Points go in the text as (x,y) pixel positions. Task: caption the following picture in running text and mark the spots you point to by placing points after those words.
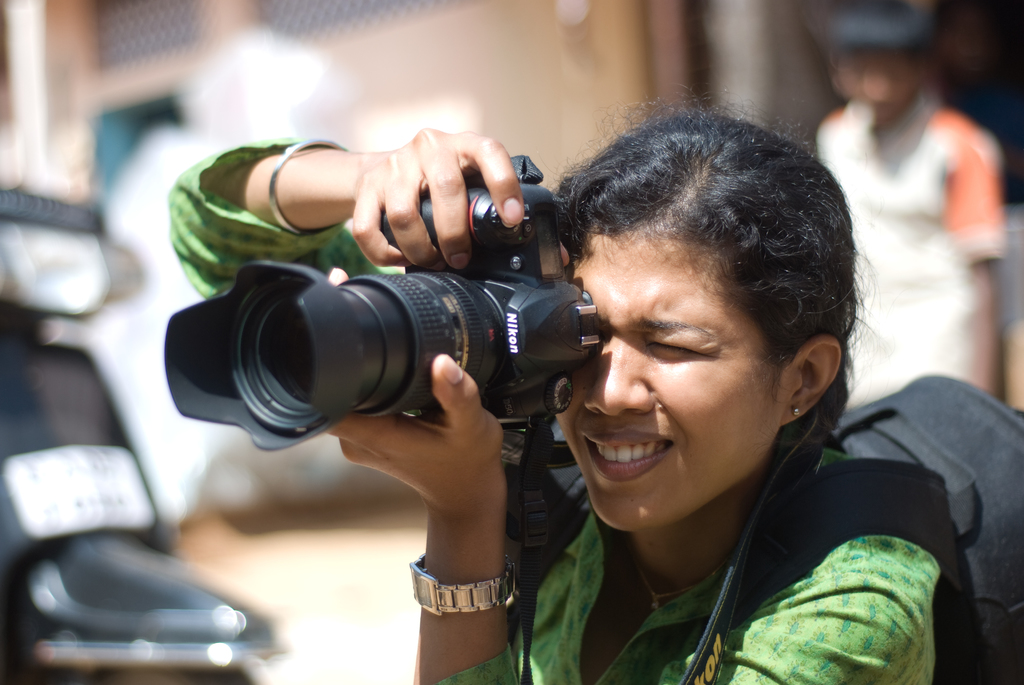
in this image i can see a woman (597,432) holding a camera (488,314). she is wearing a black color bag (960,463). behind her there is a person (924,148) standing and at the left (68,437) there is a scooter (68,435).
